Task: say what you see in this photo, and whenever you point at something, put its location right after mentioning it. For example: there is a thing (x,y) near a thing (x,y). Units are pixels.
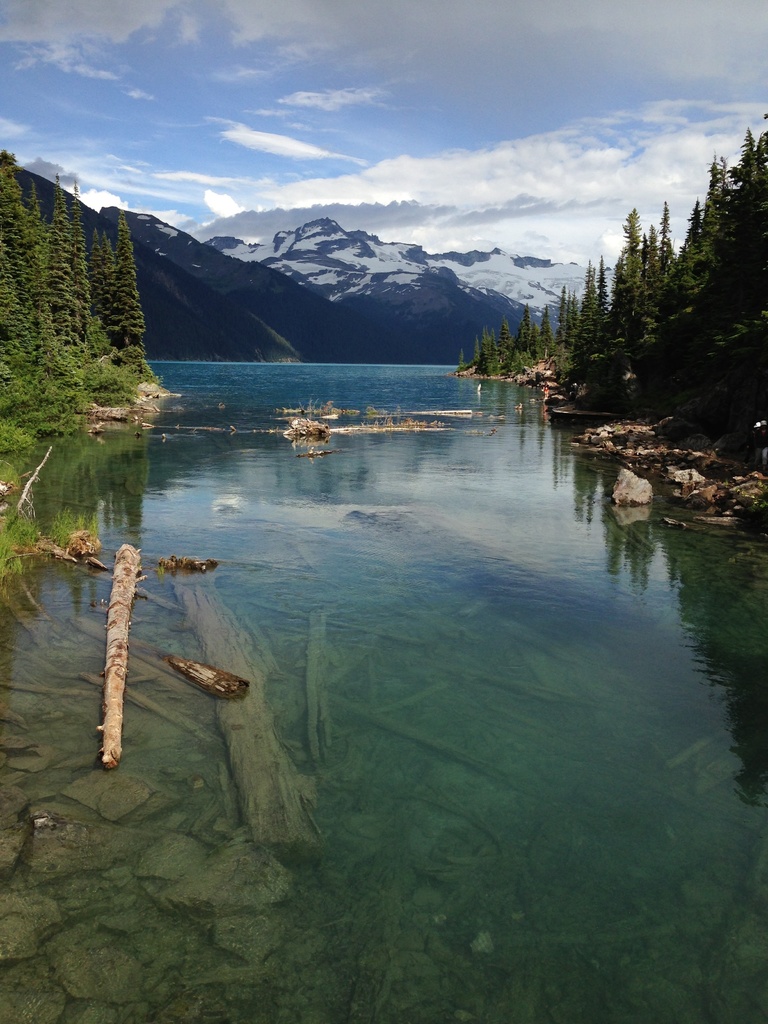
This picture is clicked outside. In the foreground (287,706) we can see there are some objects (310,673) in the water body (451,630) and we can see the rocks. On both the sides we can see the trees (90,346) and plants (50,373). In the background (561,129) we can see the sky (406,163) with the clouds (516,197) and we can see the hills (327,270) and the snow (468,272).
